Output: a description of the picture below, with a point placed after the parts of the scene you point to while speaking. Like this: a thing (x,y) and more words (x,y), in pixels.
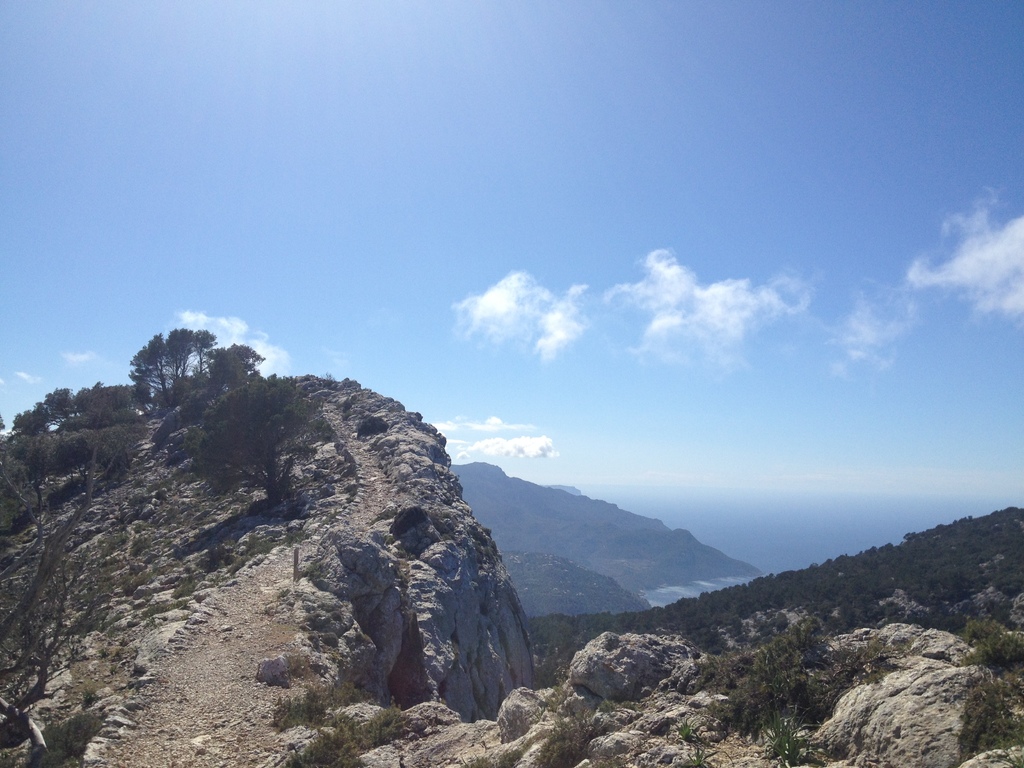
This image is clicked outside. In this image we can see the mountains (425,569) along with the trees (545,645). At the top (661,246), there are clouds (517,319) in the sky (266,289).
